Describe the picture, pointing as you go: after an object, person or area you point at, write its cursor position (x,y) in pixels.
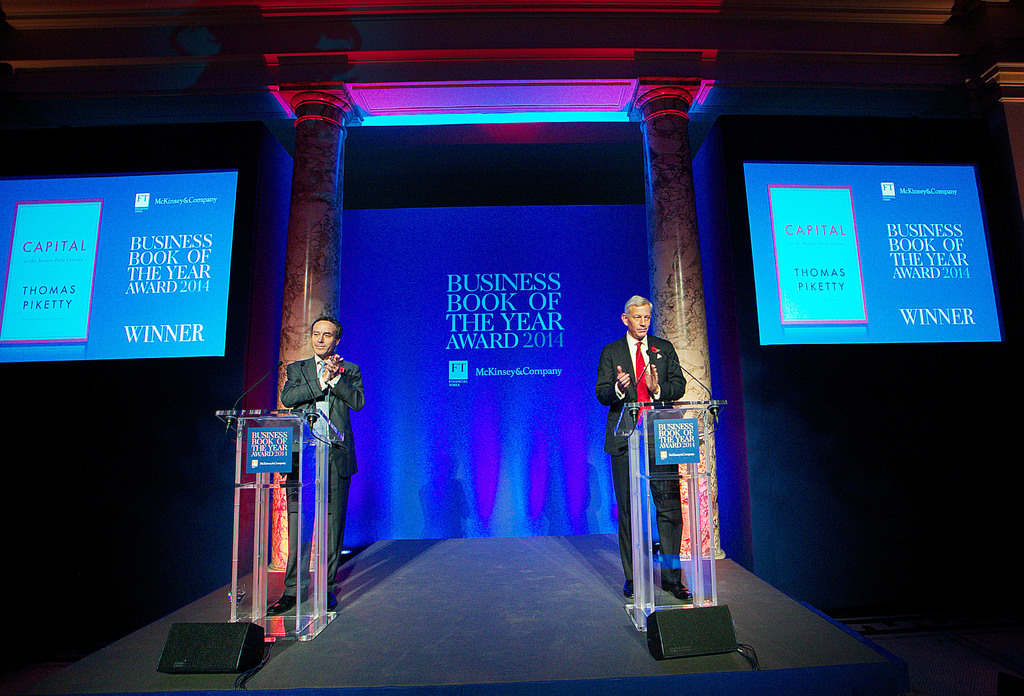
In the picture we can see two men (675,589) are standing near the glass desks (691,591) with microphones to it and they are wearing blazers (352,437), ties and shirts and behind them we can see two pillar constructions (315,243) in the middle of it we can see a screen (579,248) on it we can see written as business book of the year award 2014 and besides the pillar (313,296) also we can see two screens (849,289) with advertisements (849,289) on it.
